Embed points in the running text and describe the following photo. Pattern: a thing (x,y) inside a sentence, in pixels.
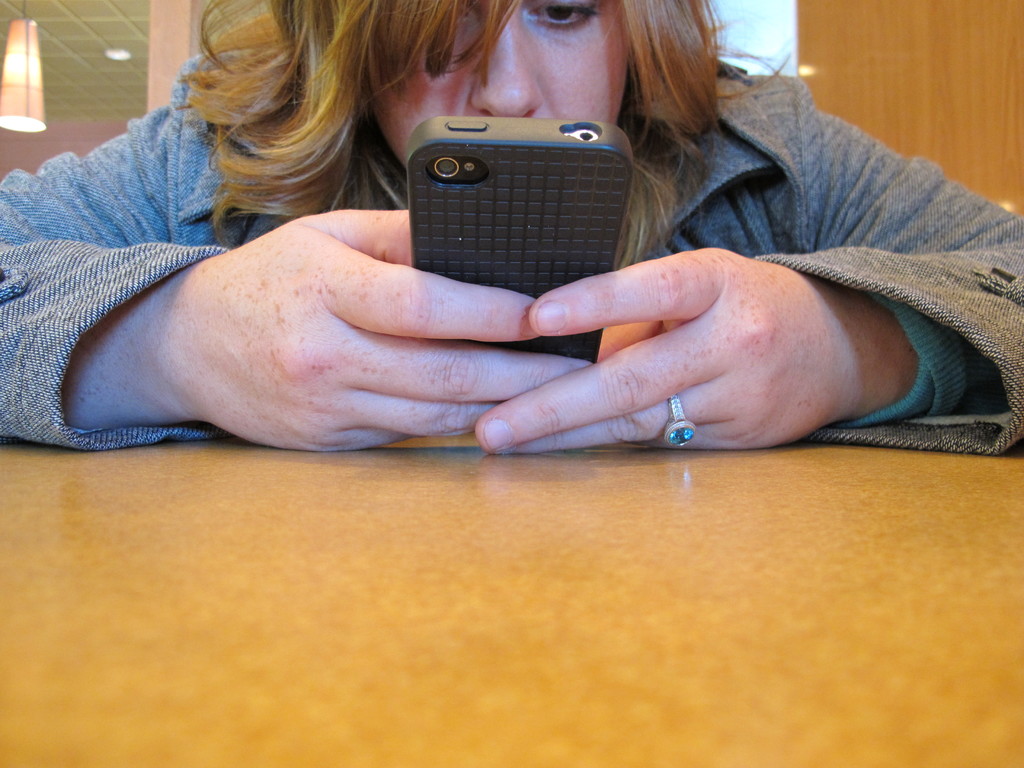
In this image i can see a woman (360,209) holding mobile (553,279) on a table (588,612), at the background (928,106) i can see a wooden wall (873,71) and a light (17,61).
